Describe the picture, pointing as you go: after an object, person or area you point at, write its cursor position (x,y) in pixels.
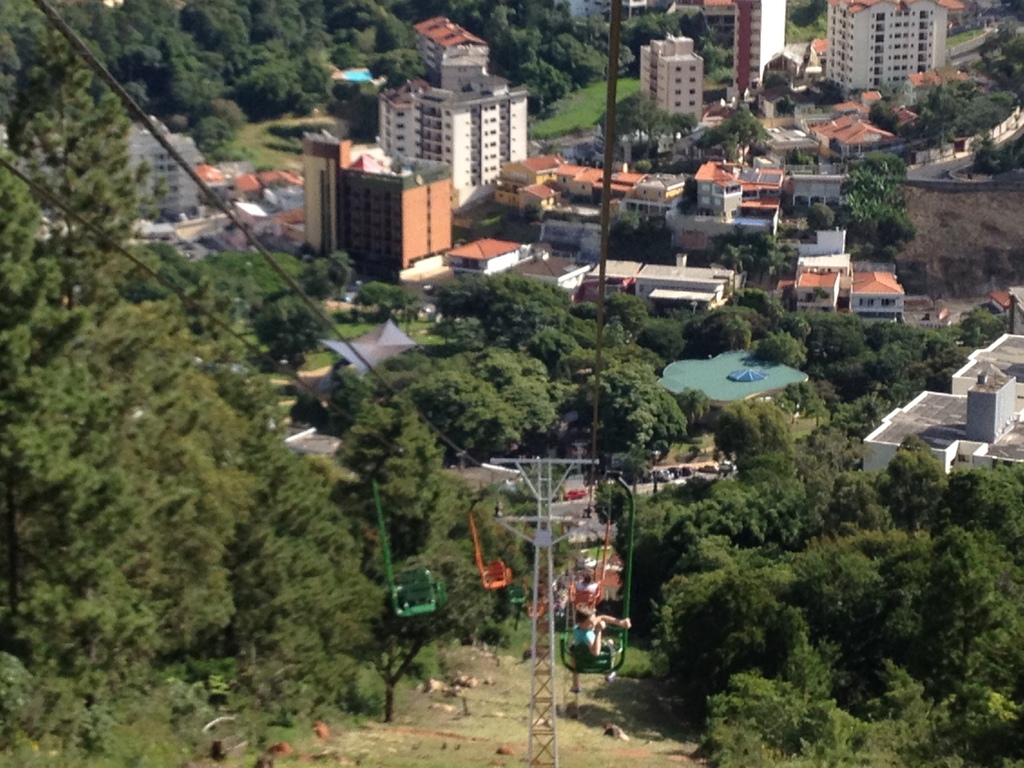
In this picture, we can see a few people (577,621) in a rope way (527,481), and we can see wires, poles (536,656), ground (530,682) with trees (358,663), plants (457,567), buildings (773,128) with windows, the roads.
